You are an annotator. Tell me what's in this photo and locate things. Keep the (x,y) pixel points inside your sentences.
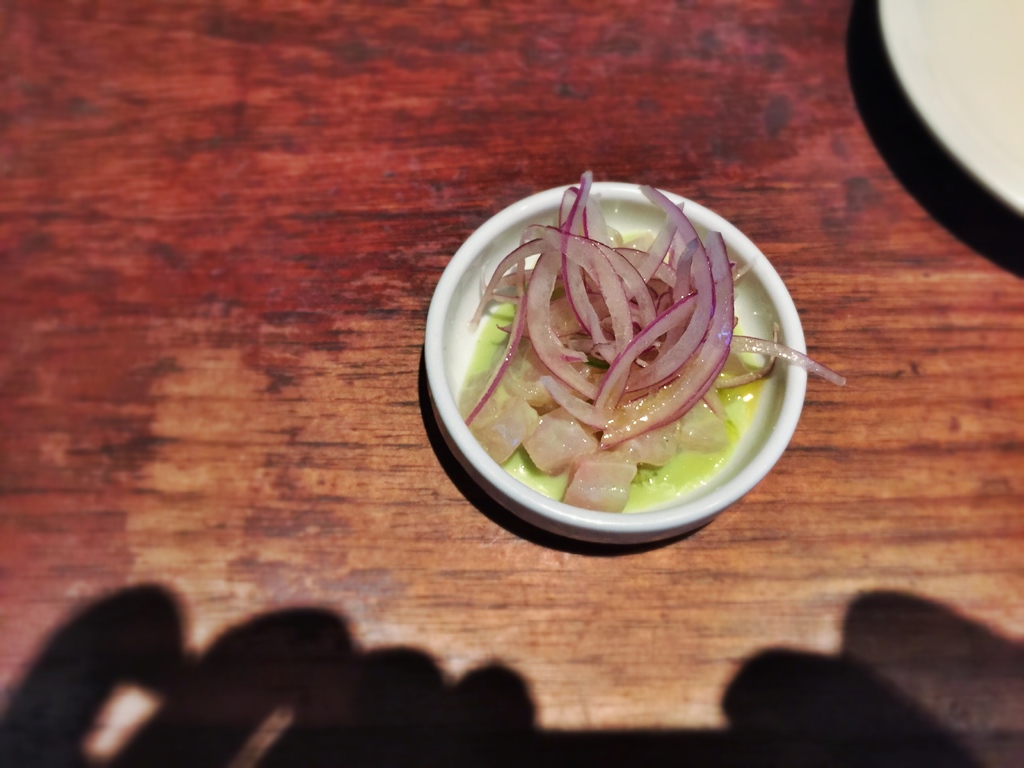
On the table (470,665) we can see a cup (703,208) and white plate (979,32). In the cup (592,527) we can see onion pieces (714,303), liquid (679,471) and other food item (674,437). On the bottom (716,733) we can see darkness.
